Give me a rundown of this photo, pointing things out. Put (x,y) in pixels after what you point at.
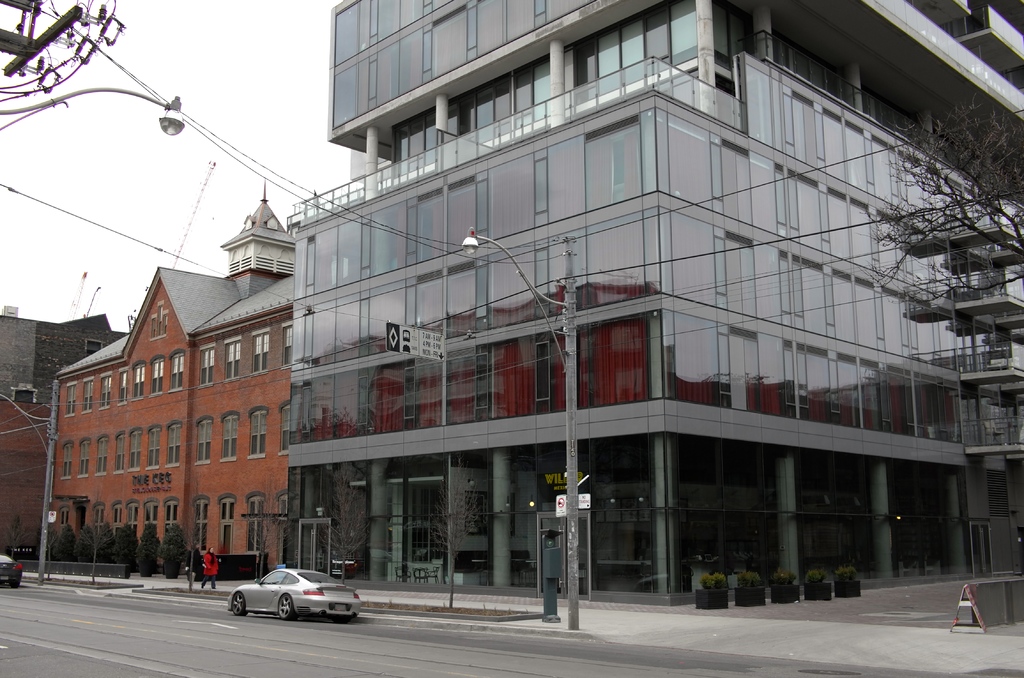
In this image we can see a few buildings (491,432), there are some plants (108,542), poles (576,463), lights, wires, persons (203,586), boards (236,573) and vehicles (278,574) on the road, also we can see a road divider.
